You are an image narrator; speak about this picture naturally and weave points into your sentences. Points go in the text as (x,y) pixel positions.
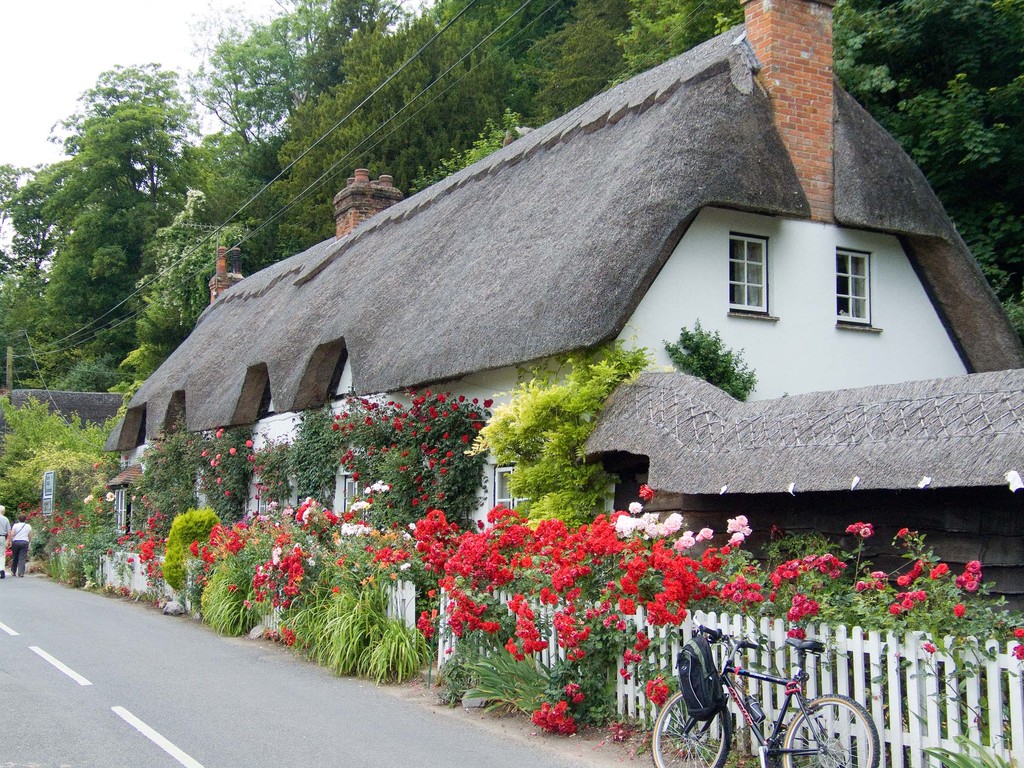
In this picture we can see a bicycle (739,640), bag (712,662), flowers (834,574), building (830,519) with windows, trees (544,80) and two people (1,533) are walking on the road (67,635) and in the background (50,163) we can see the sky (75,56) with clouds (160,44).
